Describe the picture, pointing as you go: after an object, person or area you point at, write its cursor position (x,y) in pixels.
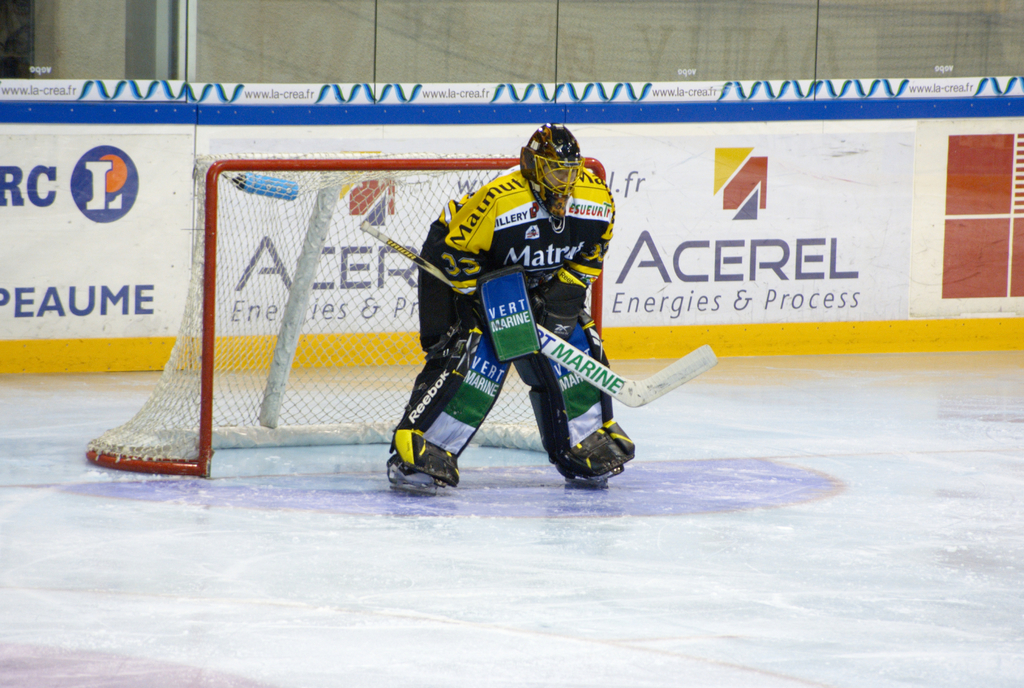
In this image we can see a person (583,474) standing on the ground (601,561) wearing a helmet (538,195) and a knee pad (440,388) holding a hockey stick (611,381). We can also see a goal post (168,436), a board (610,348) with some text (803,271) on it and a wall (680,233).
